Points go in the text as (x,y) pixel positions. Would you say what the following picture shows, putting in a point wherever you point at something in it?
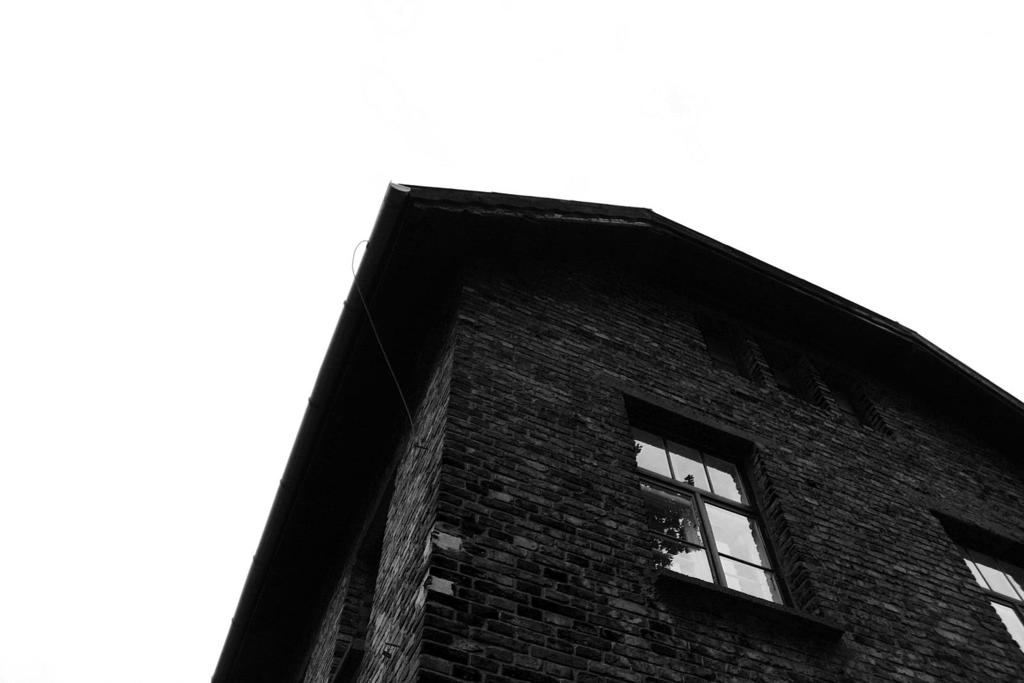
This is a black and white image. At the bottom (446,530), I can see a building (613,503) along with the windows (710,501).
